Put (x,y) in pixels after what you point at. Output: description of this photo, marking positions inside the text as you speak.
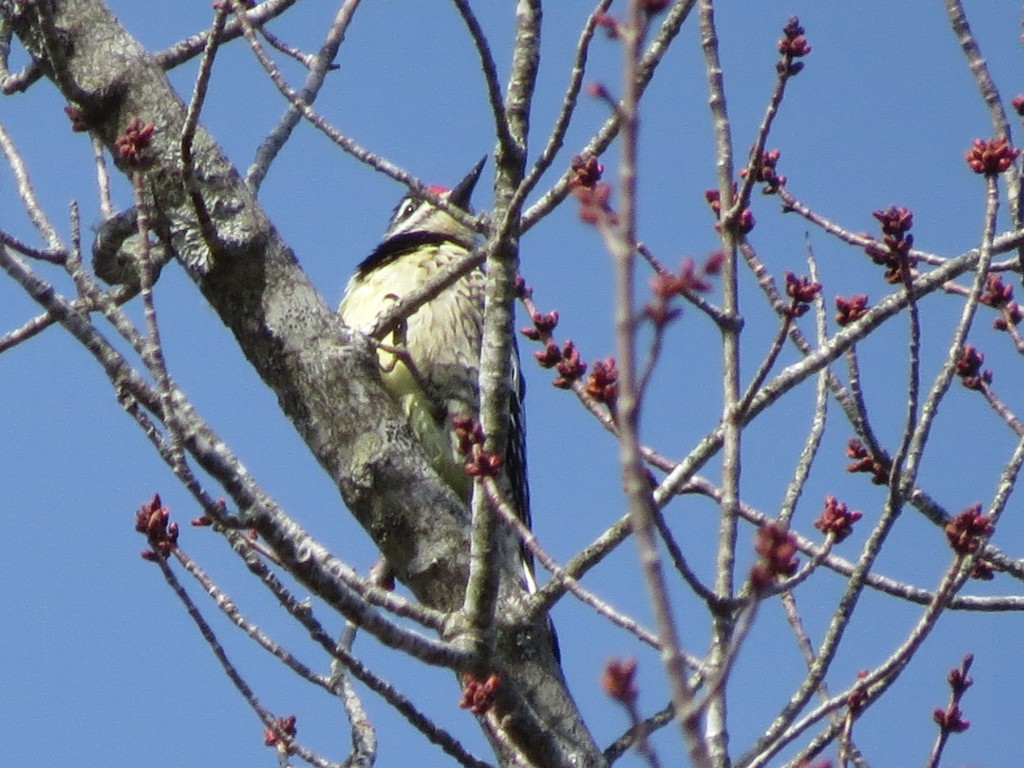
In this image we can see a bird (354,320) on a tree (334,582). In the background of the image (542,128) there is sky (377,104).
